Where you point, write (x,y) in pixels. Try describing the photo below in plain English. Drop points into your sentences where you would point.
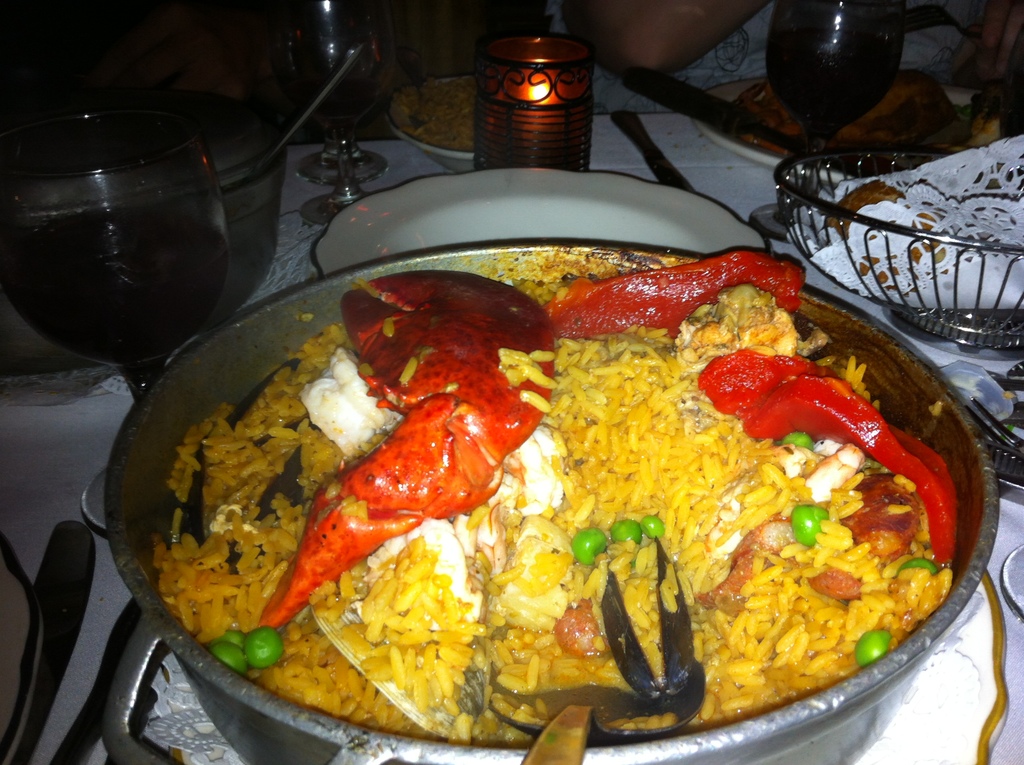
In this picture there is some food (486,490) with lobster claw (404,361) in the steel vessel (818,762) which is placed on the table top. Behind there is a candle holder (497,143) and steel bowl (884,235). Behind we can see a person (702,55) sitting on the chair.
